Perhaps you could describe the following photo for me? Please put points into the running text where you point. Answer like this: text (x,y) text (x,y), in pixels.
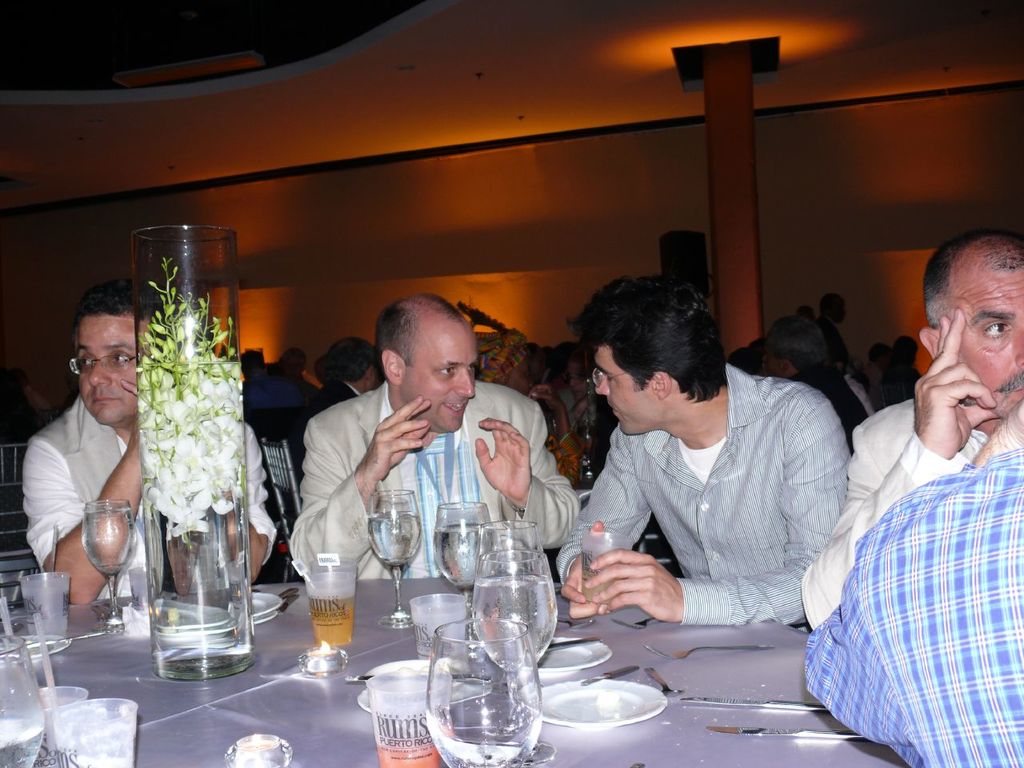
In this image we can see people (894,550) sitting near the table (572,674). We can see glasses (529,653), plates (570,693), forks (677,691), knife (726,704) and flower vase (218,559) on the table (703,673). In the background (765,320) we can see people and wall (495,203).
